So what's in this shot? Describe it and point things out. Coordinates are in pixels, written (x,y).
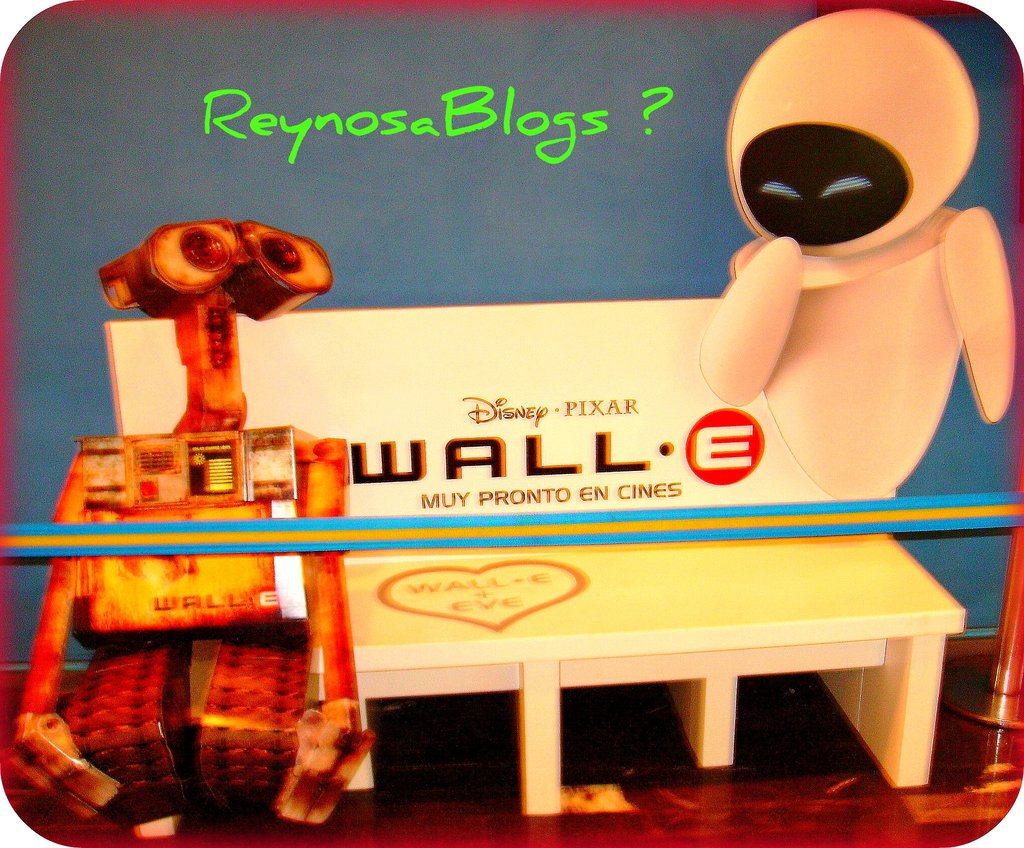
This picture might be a poster. In the left bottom of the picture (123,749), we see a robot (152,670) and behind that, we see a white bench (578,567) with some text (552,440) written on it. Behind that, we see a blue wall (439,166) with text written in green color.
